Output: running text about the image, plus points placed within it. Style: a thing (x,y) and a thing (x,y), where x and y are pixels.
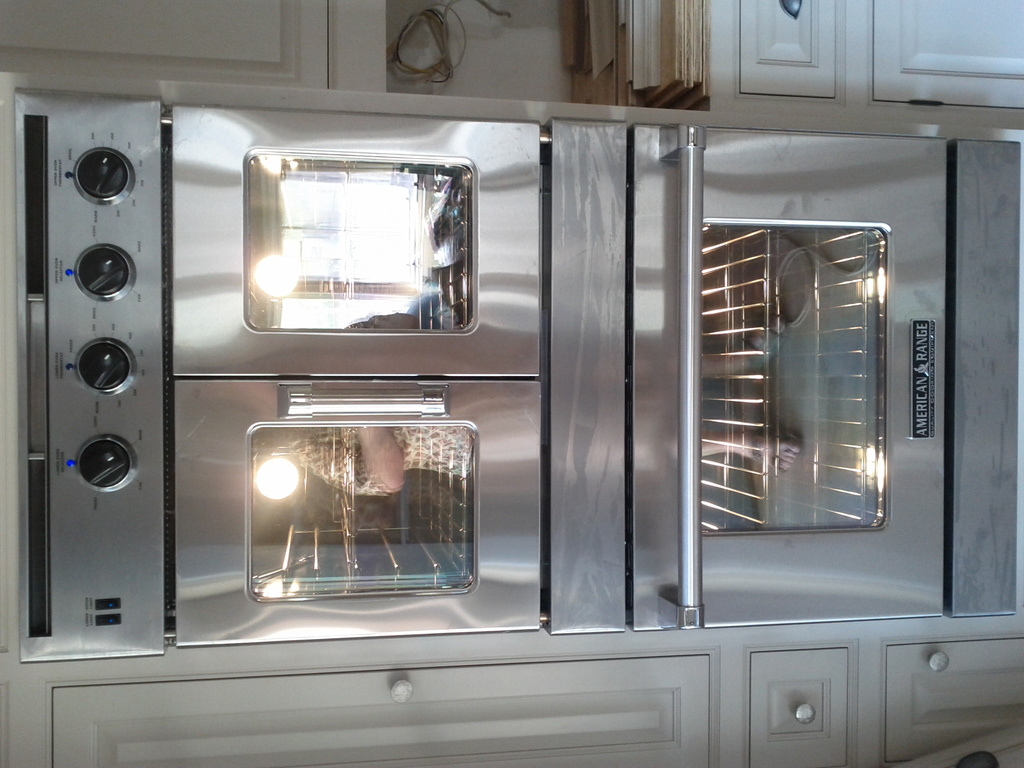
In this picture there is an object (662,407) and there are few cupboards (194,21) above and below it.
